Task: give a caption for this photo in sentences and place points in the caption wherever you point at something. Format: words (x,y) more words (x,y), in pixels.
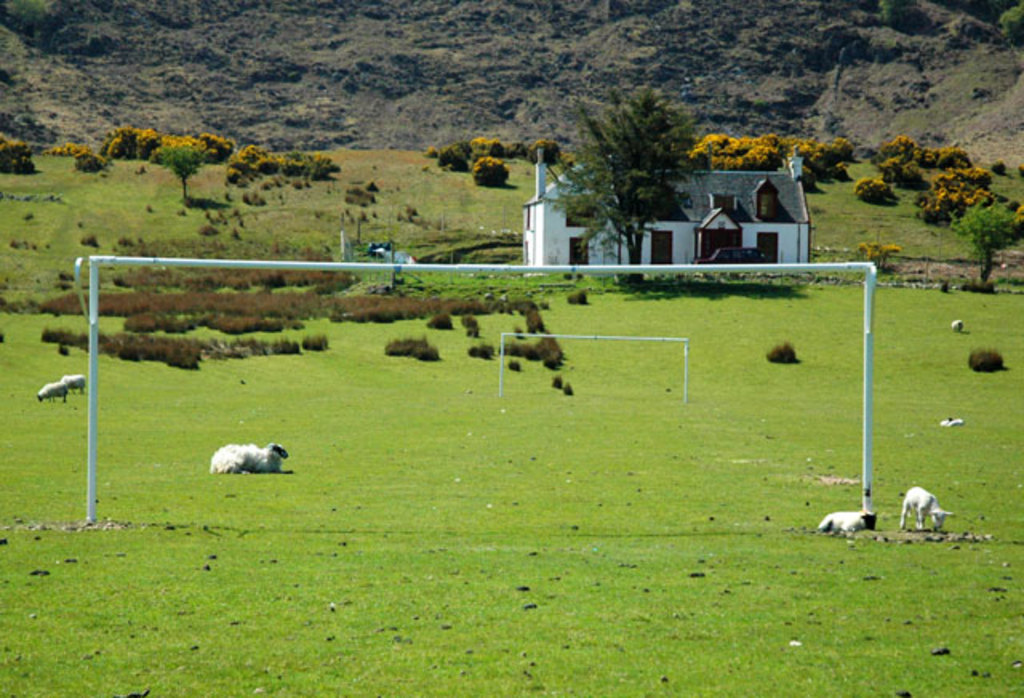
In this picture I can see animals (857,513), iron rods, grass (472,429), plants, a house (561,262) and trees (1002,217).
